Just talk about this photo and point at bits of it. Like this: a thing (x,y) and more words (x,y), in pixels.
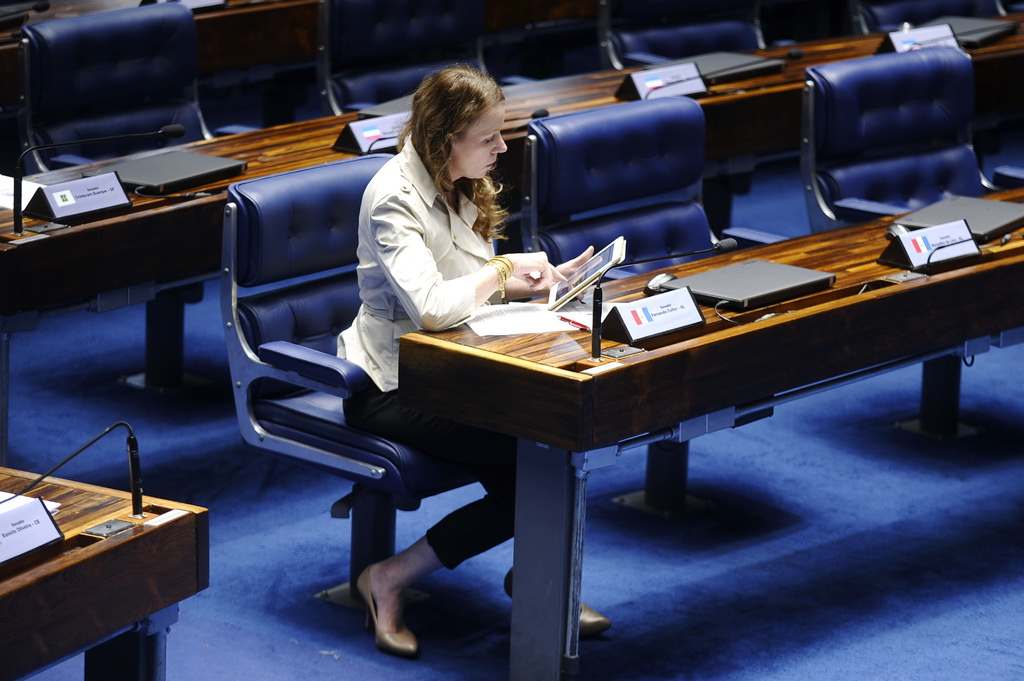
In this image we can see a woman (387,430) sitting on the chairs (381,442) and holding objects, there are some chairs (706,219) and tables (638,276), on the tables (708,261), we can see laptops (763,269), cables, name boards (638,312), mics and some other objects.
